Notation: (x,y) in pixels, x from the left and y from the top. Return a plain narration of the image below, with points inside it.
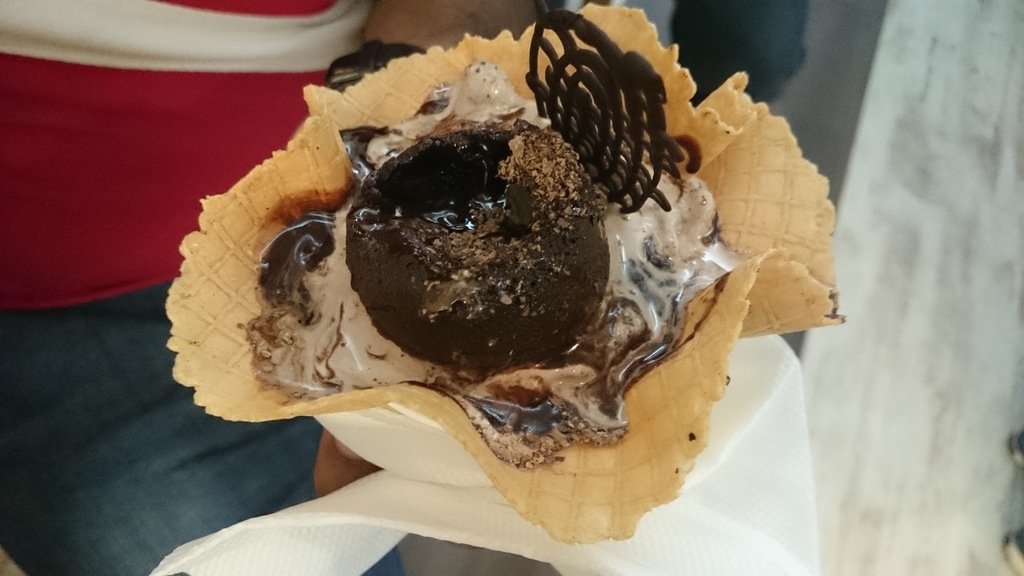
In this image I can see a hand (345,473) of a person (345,473) and here I can see an ice cream (579,216). I can see colour of this ice cream (471,186) is white and brown. I can also see few tissue papers (712,501).
